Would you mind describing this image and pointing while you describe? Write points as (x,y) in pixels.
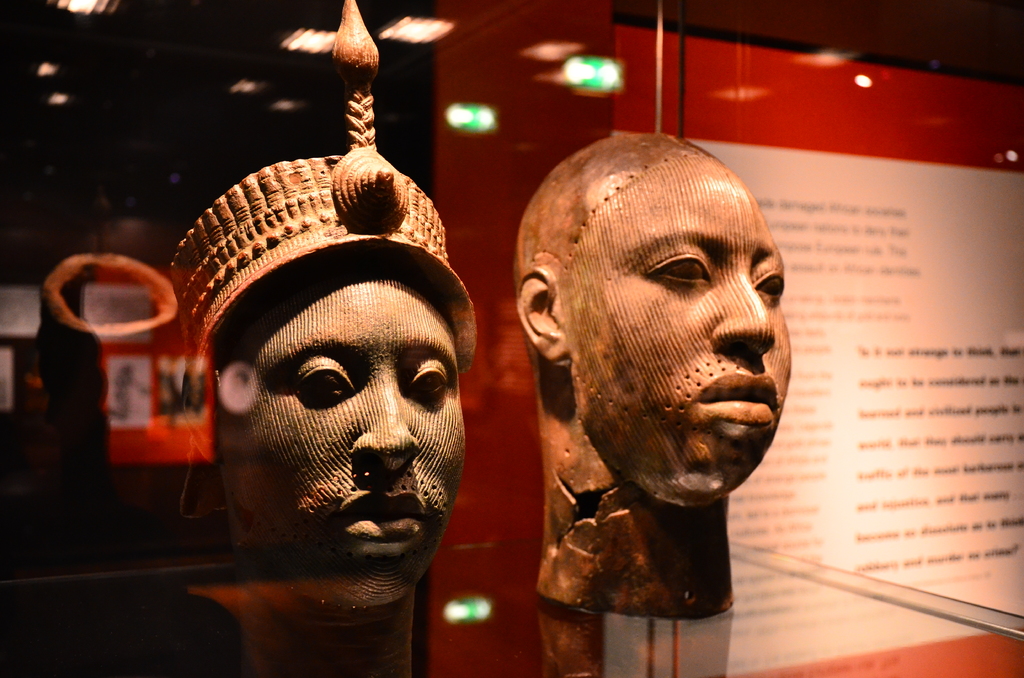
In this picture we can see the person's faces (620,442) which is made from the metal (309,264) and this heads (566,434) are kept on this glass table (717,628). In the back (858,536) there is a poster (858,202) on the wall (869,8). At the top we can see the lights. On the left (107,243) we can see the darkness (173,122).
